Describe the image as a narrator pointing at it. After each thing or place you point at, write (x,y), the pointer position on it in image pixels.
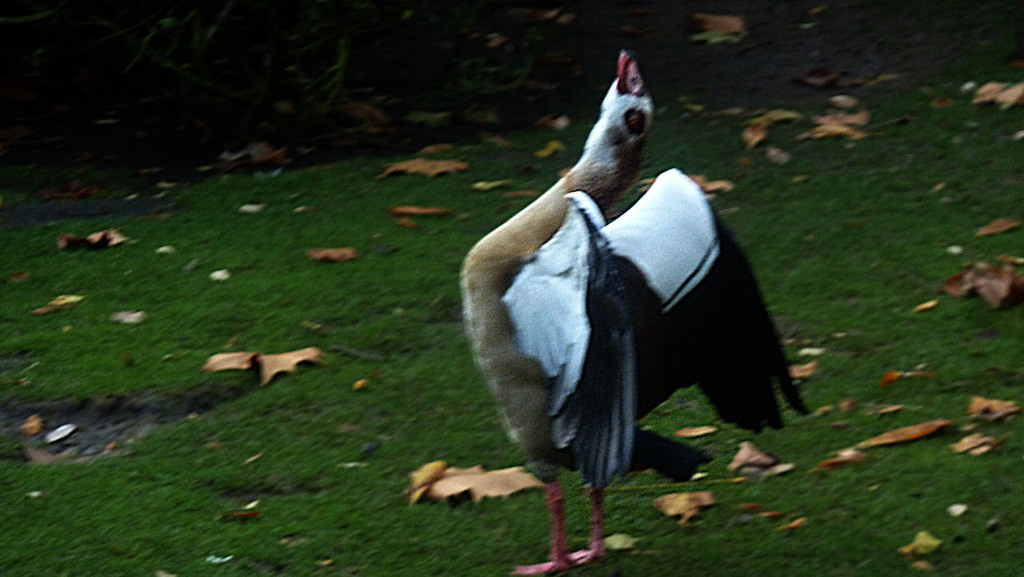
In this image in the center (524,332) there is one bird (567,398), at the bottom (876,470) there is grass (832,249). On the grass (786,194) there are some dry leaves (885,441).
